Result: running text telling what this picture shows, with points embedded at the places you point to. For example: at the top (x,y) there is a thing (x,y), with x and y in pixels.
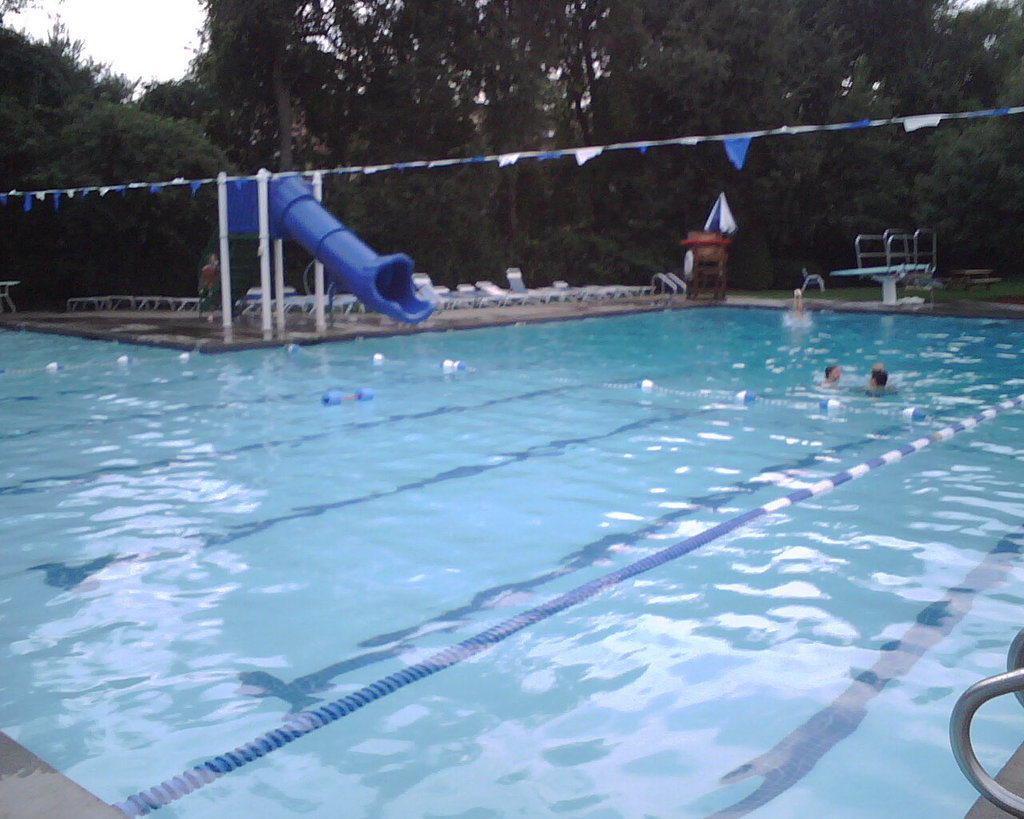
In this picture there is a swimming pool (714,381), in the pool (455,347) there are three person (826,384) swimming. In the background of the picture (502,296) there are beach chairs (301,296), railing (811,274), poles (318,276) and slide (337,225). In the background (429,117) there are trees (211,106). Sky (129,75) is cloudy.
